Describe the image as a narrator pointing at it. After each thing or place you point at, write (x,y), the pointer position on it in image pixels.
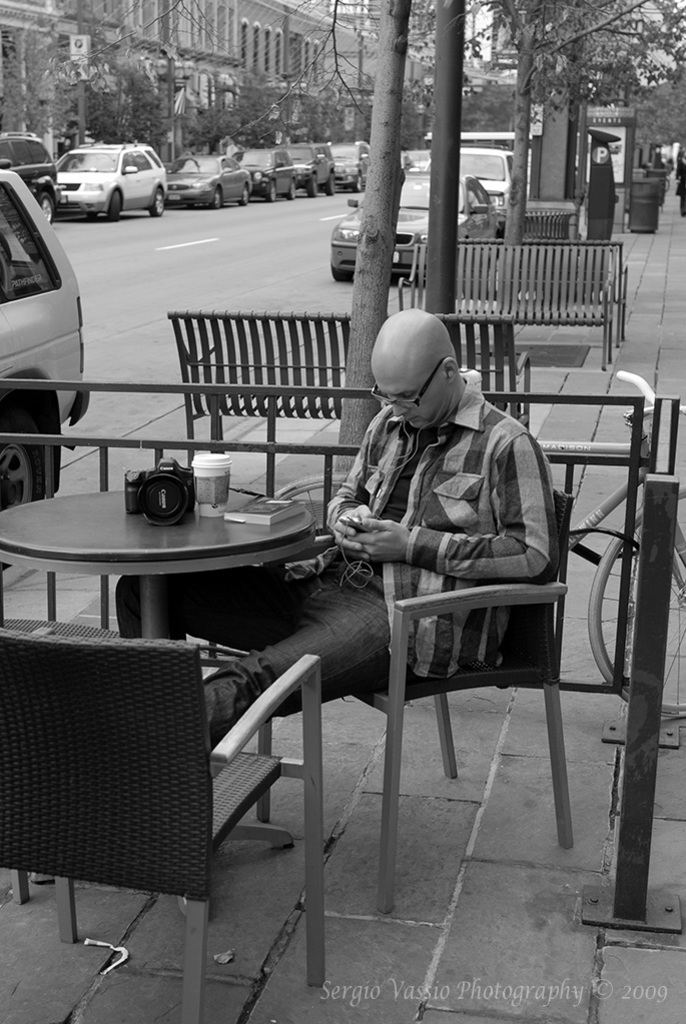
In this black and white picture there is a person (473,556) sitting on the chair (486,667). Before him there is a table (226,548) having a camera (161,483), cup (204,476) and a book (252,507). Left side (74,771) there are chairs (113,702) on the pavement (512,854). Behind him there is a fence (640,448). Right side (680,537) there is a bicycle (616,553). There are benches (512,339) on the pavement (642,316) having trees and few objects (640,195). A person (683,172) is on the pavement (666,236). There are vehicles (47,238) on the road (225,267). Background (212,59) there are trees (658,76) and buildings (254,31).
